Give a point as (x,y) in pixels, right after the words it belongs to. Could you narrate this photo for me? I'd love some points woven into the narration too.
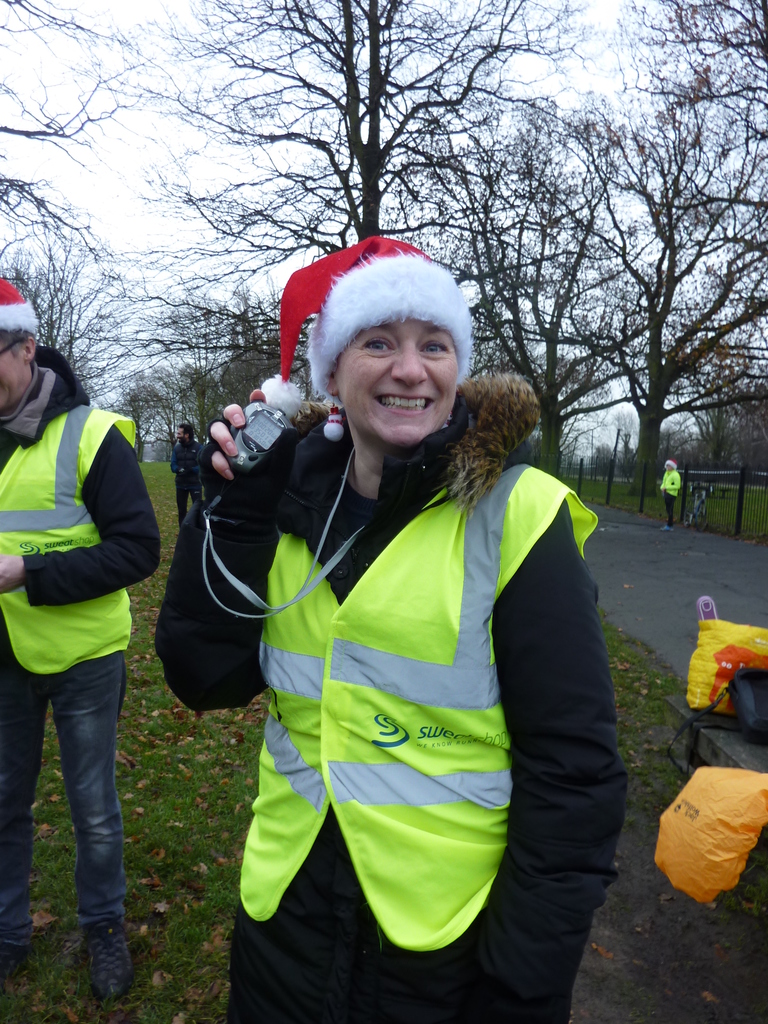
In this picture there is a woman (565,509) who is wearing black dress (399,515) and holding stopwatch (259,430). Beside her we can see a man (62,364) who is wearing shirt (90,537), jeans (67,742) and shoe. In the background (189,399) we can see a person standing near to the trees (238,372). On the right (675,490) there is a woman (673,479) standing near to the road (683,537). At the top (687,131) we can see the sky (561,10). In the bottom right corner (706,861) we can see plastic covers (724,670) on the table (735,742).
